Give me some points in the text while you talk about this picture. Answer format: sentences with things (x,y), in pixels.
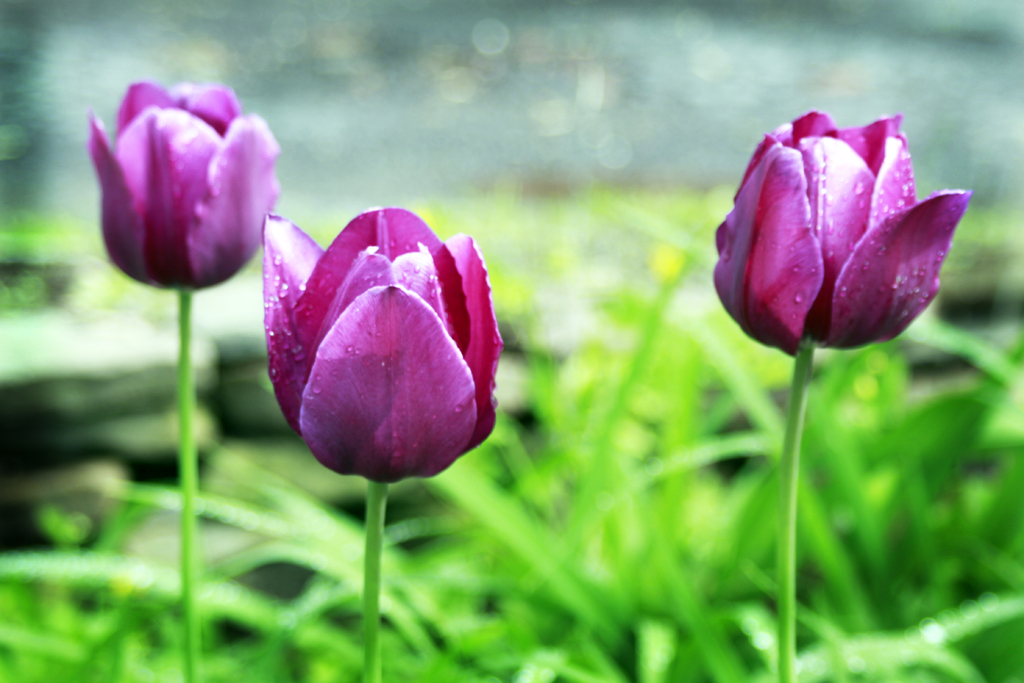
In the image we can see there are three flowers (848,251). These are in pink color and there is grass (570,560) over here.
